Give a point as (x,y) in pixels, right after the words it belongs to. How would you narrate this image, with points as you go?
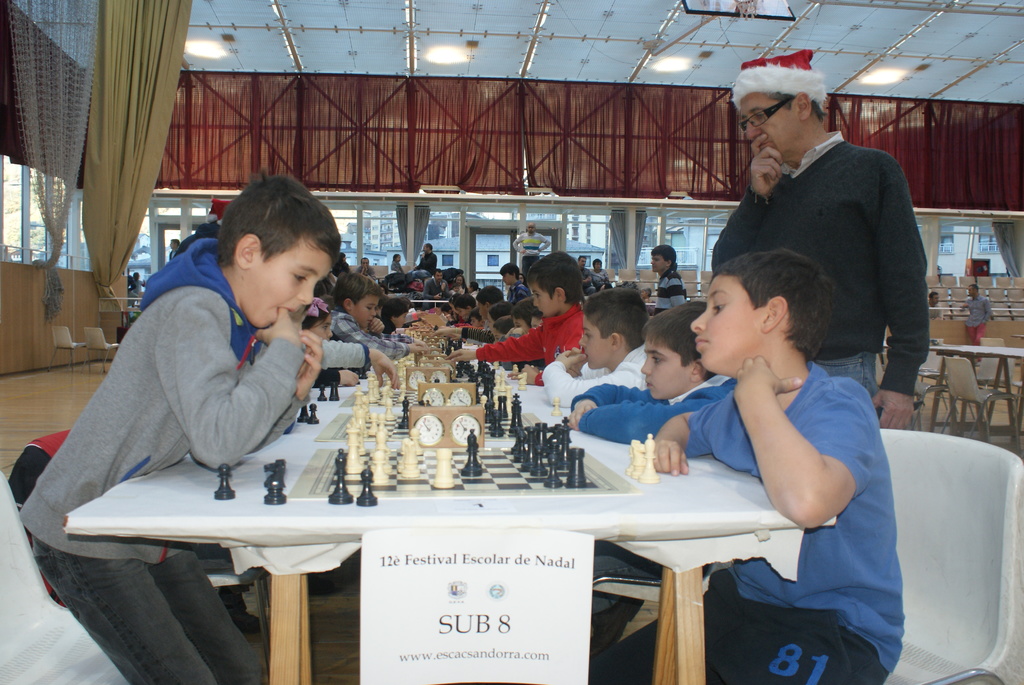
In this picture i could see many kids (216,375) around the table (208,504) playing chess (402,474) in a pair a person (800,228) right side of the picture (836,227) standing having a cap (778,86) on his head (789,95). In the background (251,132) i could see many curtains (101,174) and glass windows (585,229) and some chairs (956,365) and tables (997,350) around.
